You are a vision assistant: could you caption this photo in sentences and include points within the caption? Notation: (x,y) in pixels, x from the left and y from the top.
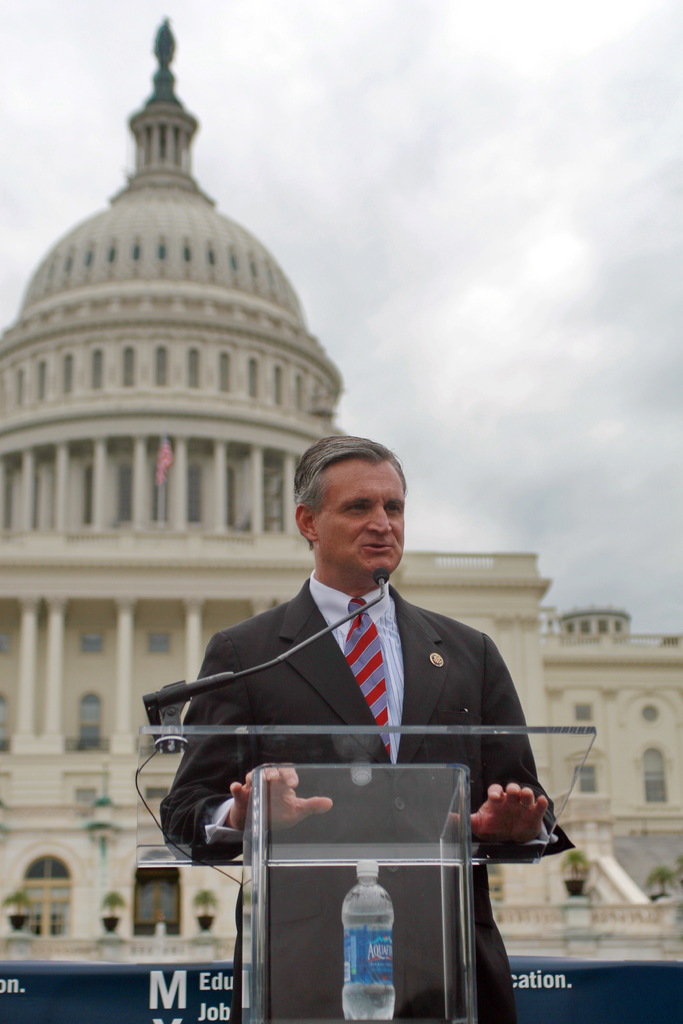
In this picture there is a person (320,723) wearing black suit (253,712) is standing and there is a glass stand (398,916) which has a mic (222,684) on it is in front of him and there is a building (173,483) behind him and the sky (257,205) is cloudy.
